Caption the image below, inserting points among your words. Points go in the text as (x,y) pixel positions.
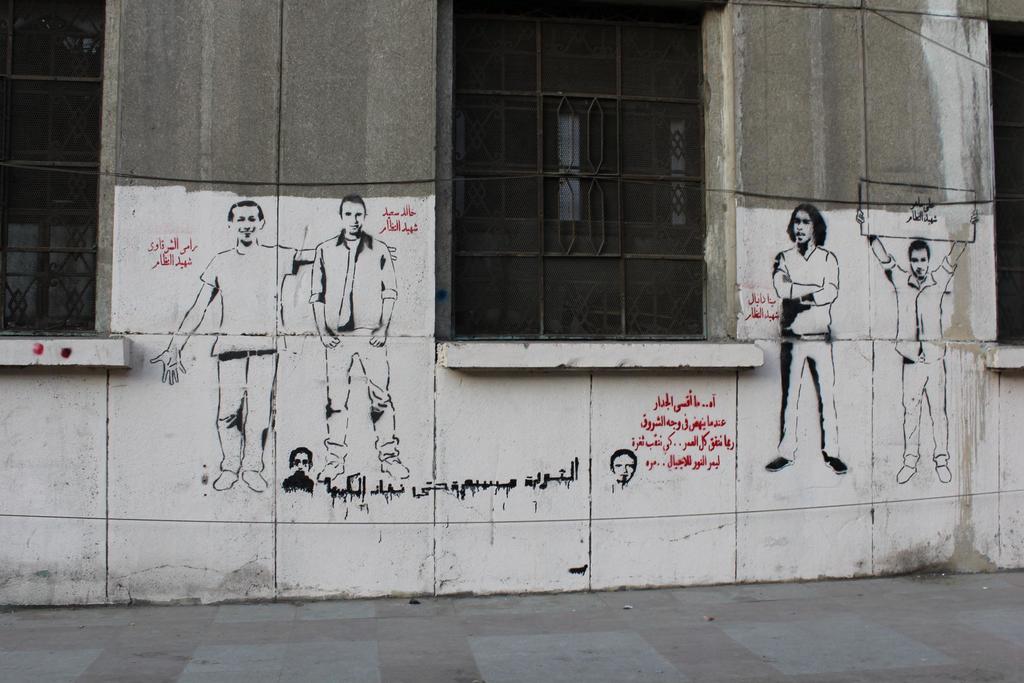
In this picture I can see a wall (722,288) with windows (549,319), there is a painting (306,246) of people (306,259) and words (701,448) on the wall (174,335).
